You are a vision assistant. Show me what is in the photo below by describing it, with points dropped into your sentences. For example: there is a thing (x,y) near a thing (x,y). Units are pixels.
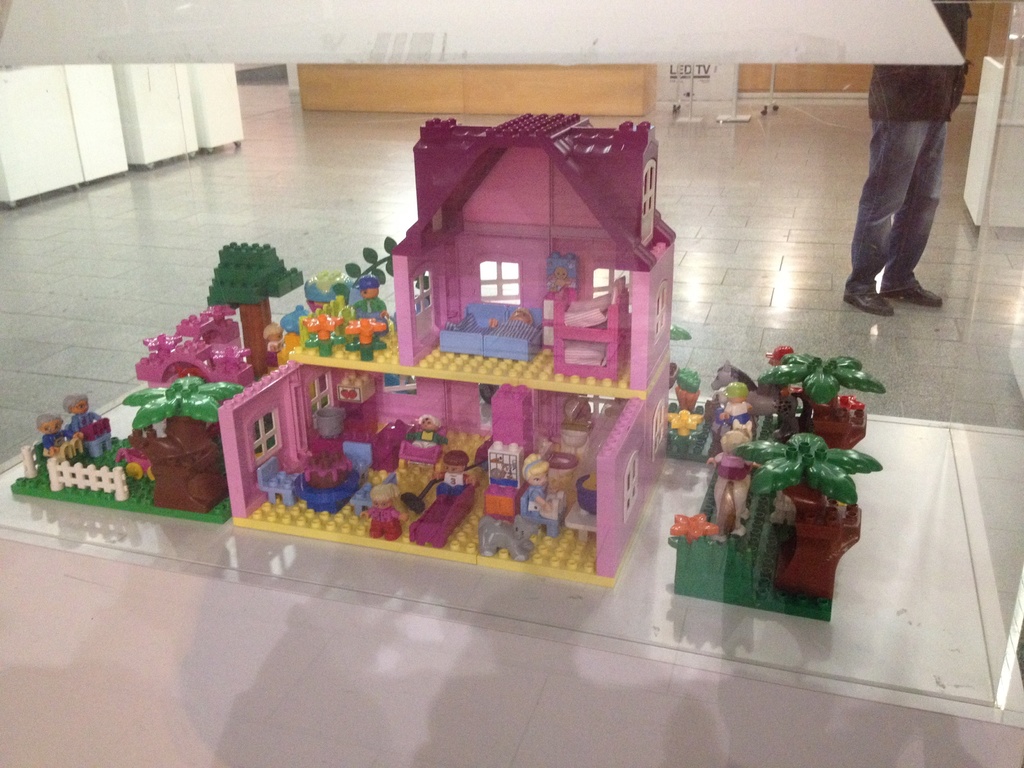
In the image we can see there are toy blocks buildings (472,376) kept on the ground (100,721) and there are block trees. There are human statues (535,487) standing in the toy blocks building (497,469) and behind there is person (887,168) standing on the floor (830,268).
